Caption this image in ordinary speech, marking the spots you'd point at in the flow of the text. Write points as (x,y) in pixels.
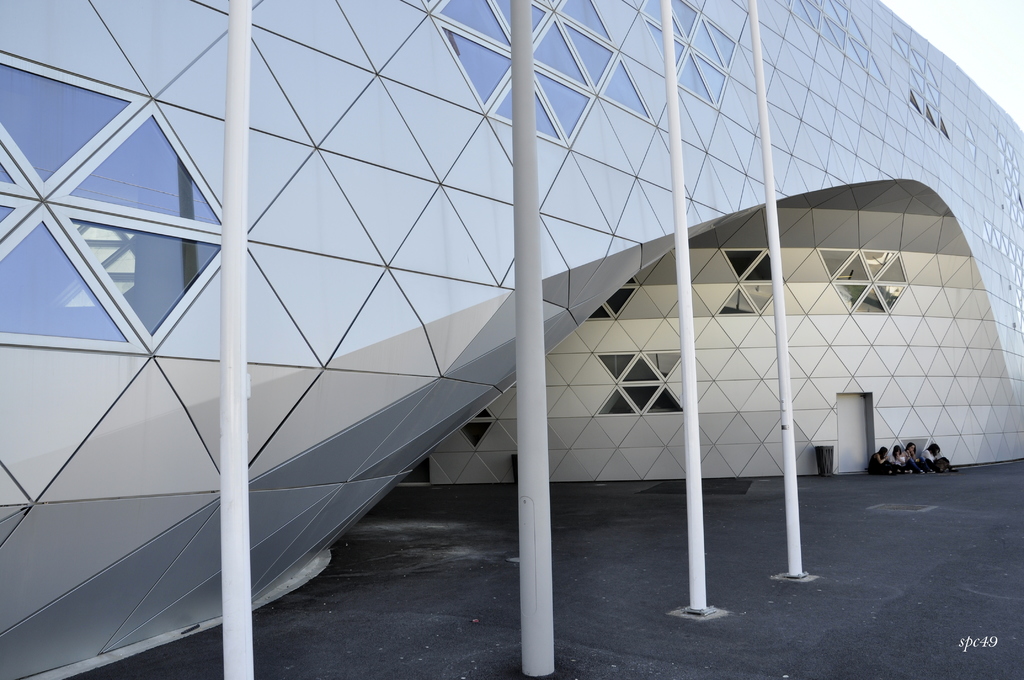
In this image I can see few poles (236,301) and a building (426,242). On the right bottom side of this image (924,459) I can see few people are sitting and on the bottom right corner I can see a watermark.
